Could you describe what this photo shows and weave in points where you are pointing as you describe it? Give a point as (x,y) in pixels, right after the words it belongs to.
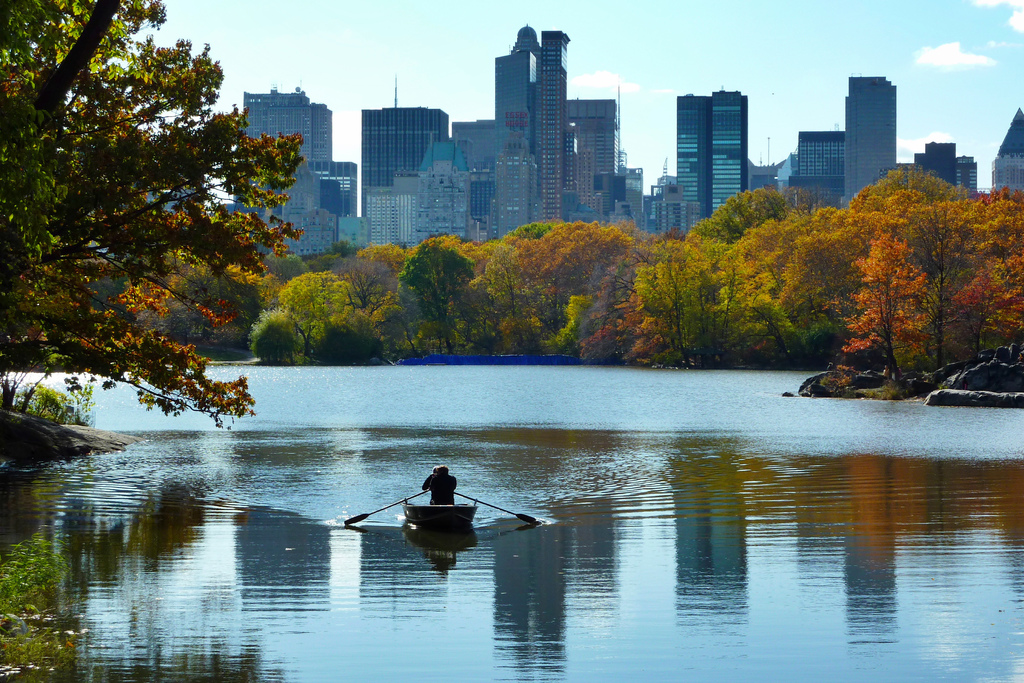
In this picture I can see buildings (470,217), trees (484,304) and I can see a boat (412,510) in the water (185,472) and a man (430,484) in the boat (430,521) and I can see a blue cloudy sky (645,67).
